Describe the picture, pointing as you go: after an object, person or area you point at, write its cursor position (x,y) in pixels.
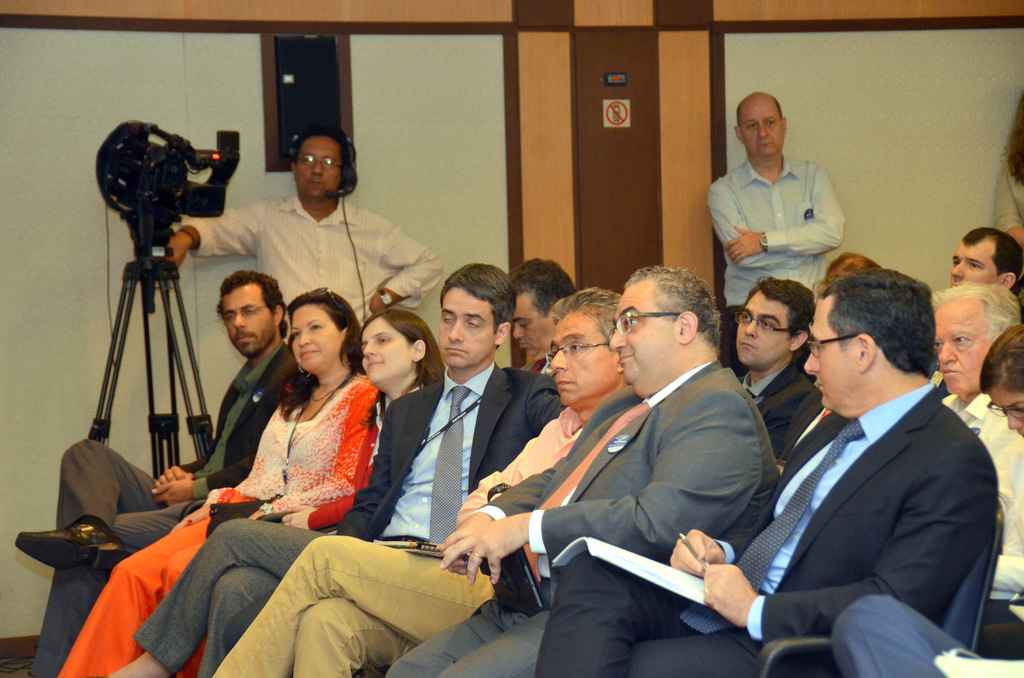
This picture is taken inside the room (986,594). In this image, we can see a group of people (419,506) sitting on the chair (982,599). In the background (738,192), we can see two people (719,188) are standing, we can also see a man (384,234) standing and holding a camera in his hand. In the background (562,137), we can see a wall (473,207) and a door (626,211).
